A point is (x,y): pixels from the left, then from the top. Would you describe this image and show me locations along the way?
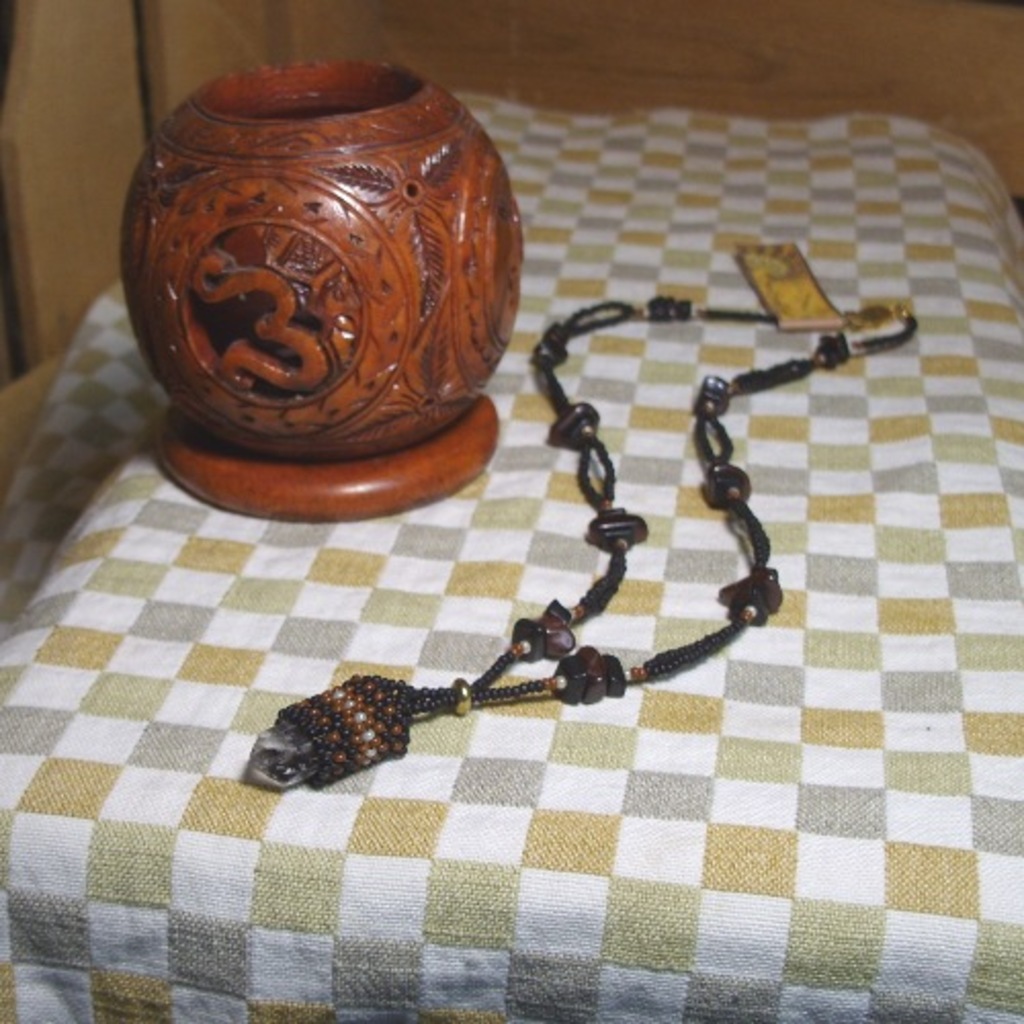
There is an wooden object (318,319) and a jewelry piece (608,492) is kept on a surface (630,353) as we can see in the middle of this image (498,472).
